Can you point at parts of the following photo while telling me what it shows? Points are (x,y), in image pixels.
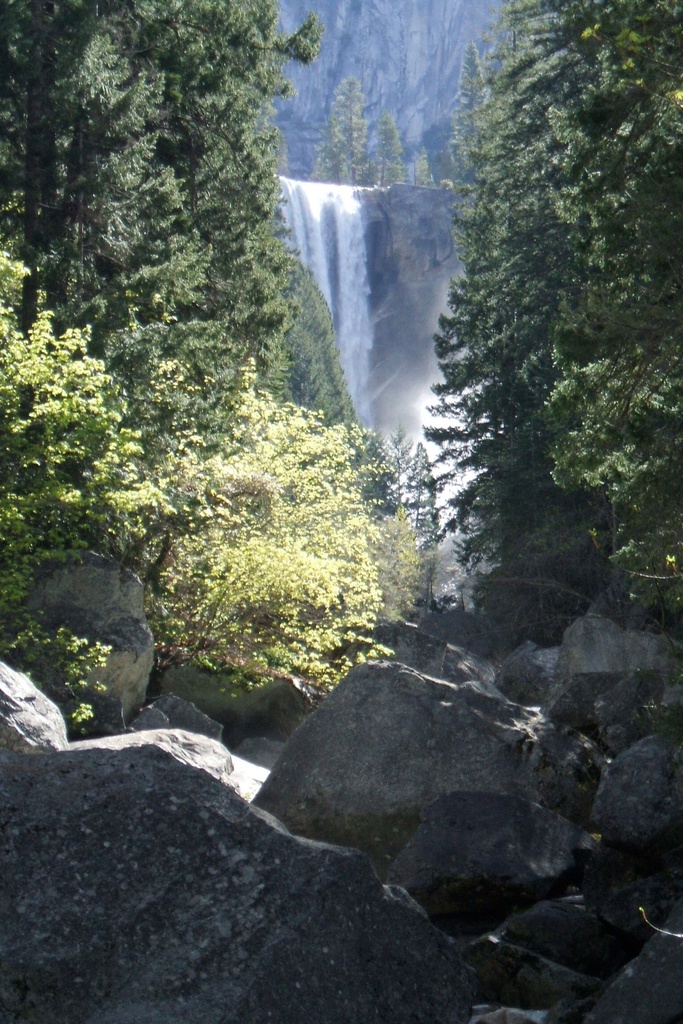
At the bottom (470,826) there are stones (474,818), there are trees (310,380) on either side of this image. At the back side (355,230) there is water fall (369,299).
